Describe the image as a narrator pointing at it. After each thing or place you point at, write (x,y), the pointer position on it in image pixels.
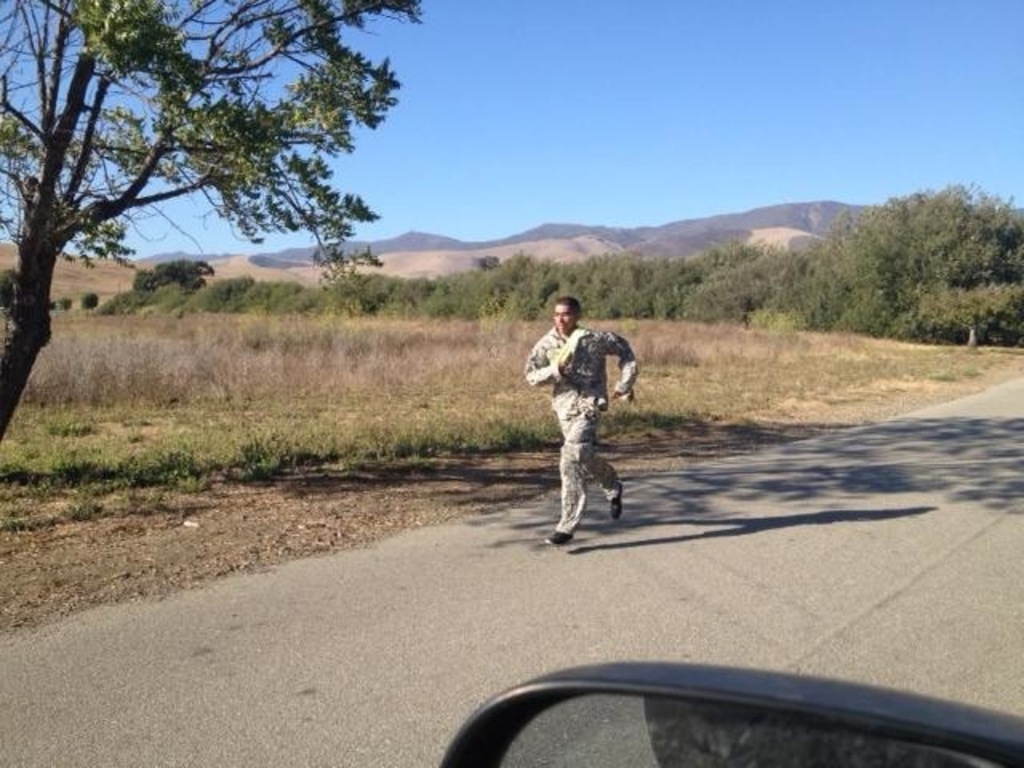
In the image there is a man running on the road (586,573) and behind him, there are some dry plants (351,342), trees (19,332) and mountains (587,254) and there is a side mirror (522,696) of the vehicle (865,726) in the foreground (845,737).
